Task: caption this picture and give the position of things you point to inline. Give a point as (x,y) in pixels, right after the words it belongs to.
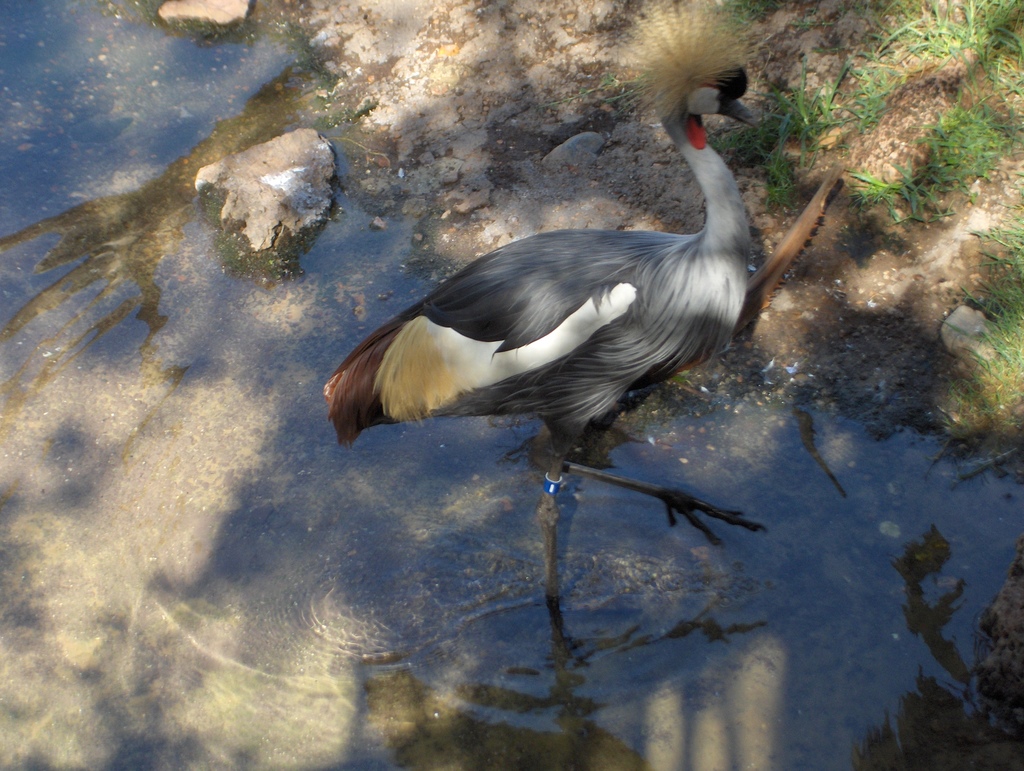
In this image we can see a bird (629,341) in the water (574,508). In the background (970,44), we can see some rocks (298,180) and the grass (976,158).
